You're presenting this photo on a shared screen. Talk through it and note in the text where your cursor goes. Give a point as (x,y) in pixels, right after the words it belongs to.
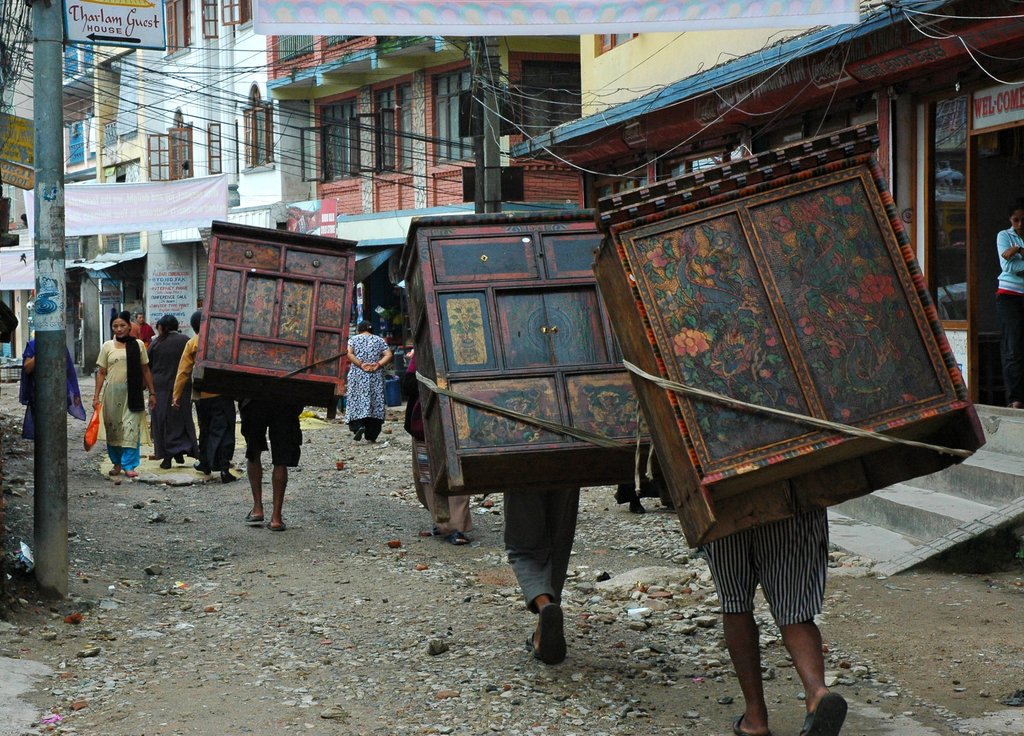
In this image I can see the group of people (204,414) with different color dresses (131,414). I can see three people (277,429) are carrying the cabinets (505,351). To the left (64,364) I can see the board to the pole (50,377). To the right (688,152) I can see many buildings (451,175) with boards (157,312). In the background (127,233) I can see the banners (32,270) and the wires (184,116).
